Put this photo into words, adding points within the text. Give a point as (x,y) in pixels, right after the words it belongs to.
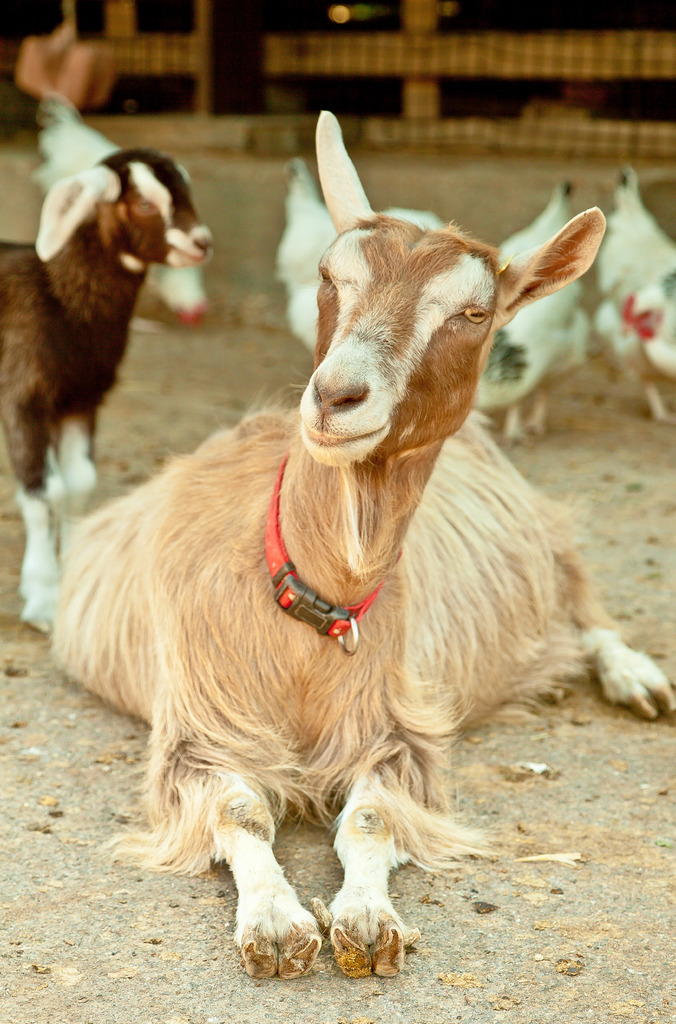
In this picture we can see goats (310,759) and hens (539,333). There is a blur background (376,17).
